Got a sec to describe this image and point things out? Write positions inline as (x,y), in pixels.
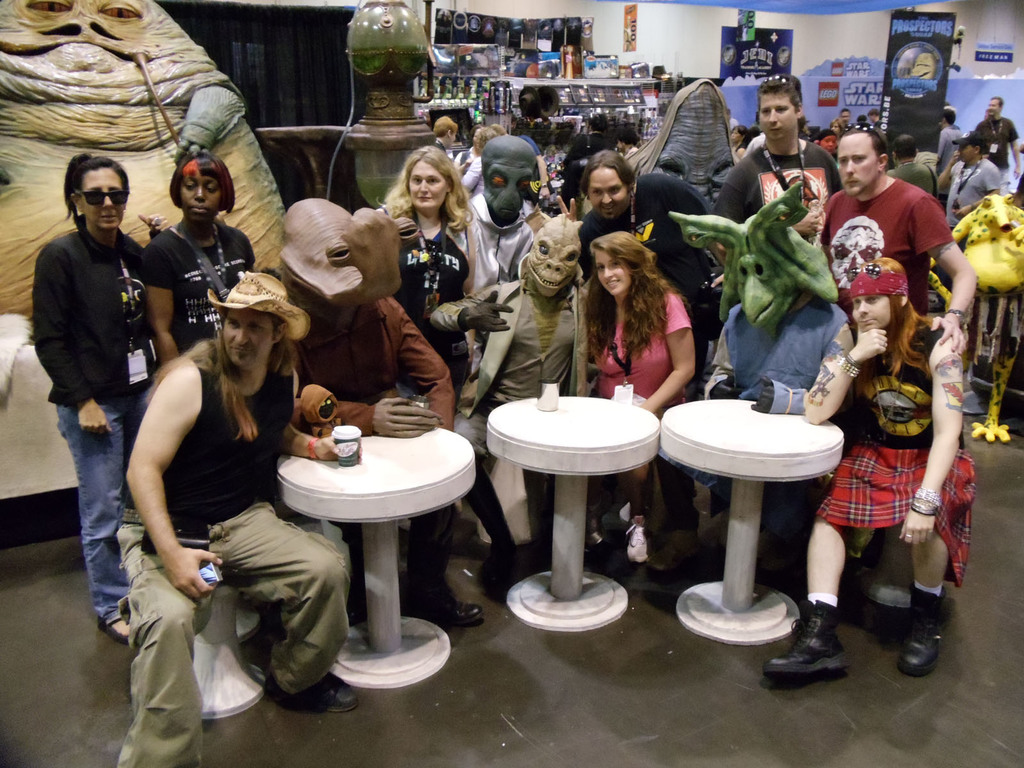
Here we can see a few people (498,541) who are posing for a photo. In the background (907,137) we can see a group of people (838,122).
